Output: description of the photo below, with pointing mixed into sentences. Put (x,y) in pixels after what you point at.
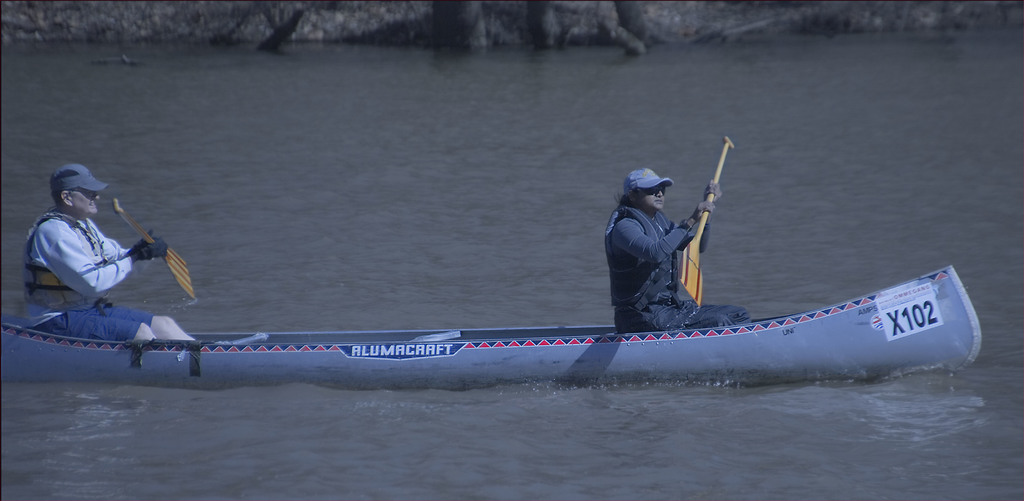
There are two persons (114,251) in different color dresses (75,235), holding wooden objects (702,226) and sitting on a boat (947,326). This boat (694,366) is on the water (881,393).
